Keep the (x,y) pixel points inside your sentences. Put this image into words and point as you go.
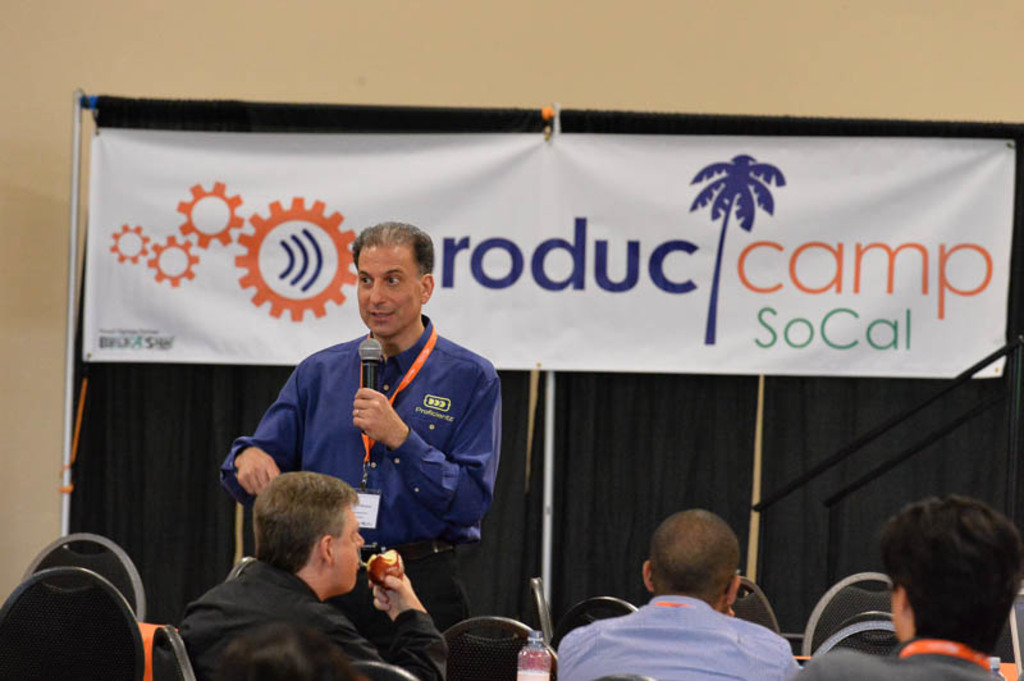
As we can see in the image there is a wall (755,81), banner (780,291), few people (236,655) sitting on chairs (73,669) and the man (399,446) who is standing here is holding mic (370,344).
